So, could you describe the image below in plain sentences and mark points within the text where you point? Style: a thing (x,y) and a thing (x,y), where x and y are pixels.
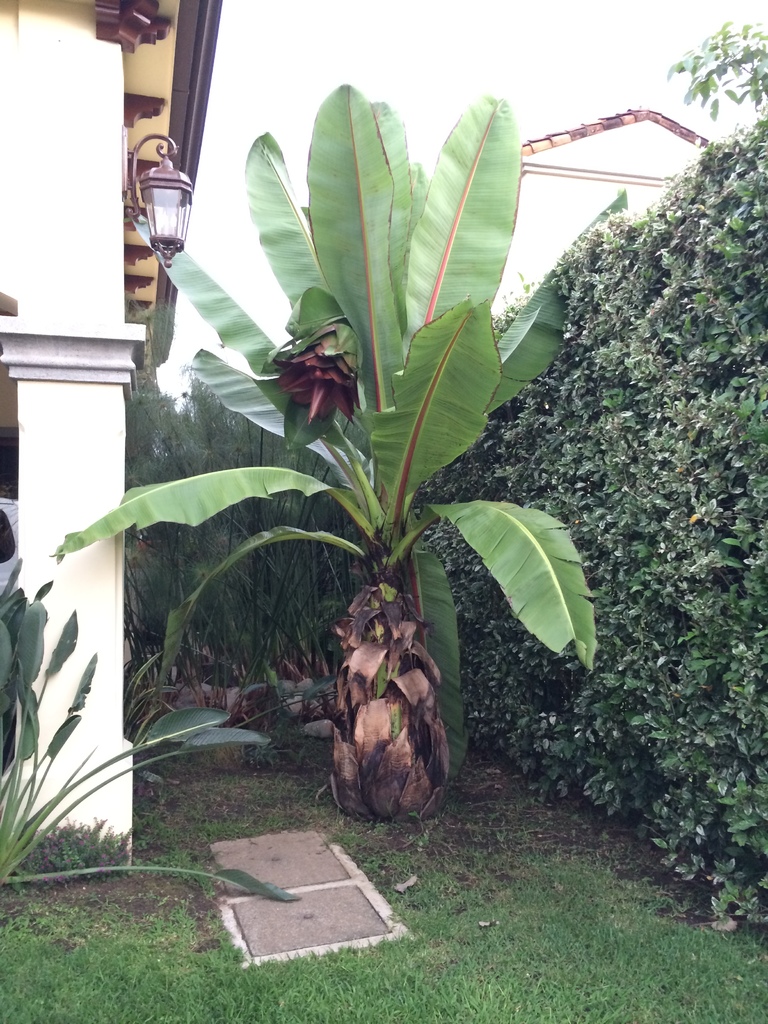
In this image we can see some plants (577,409), grass (585,873), the lids (359,894) of the manhole (316,938), a building (115,192) with pillars (109,317) and a lamp (159,216), a house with a roof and the sky (401,101) which looks cloudy.
